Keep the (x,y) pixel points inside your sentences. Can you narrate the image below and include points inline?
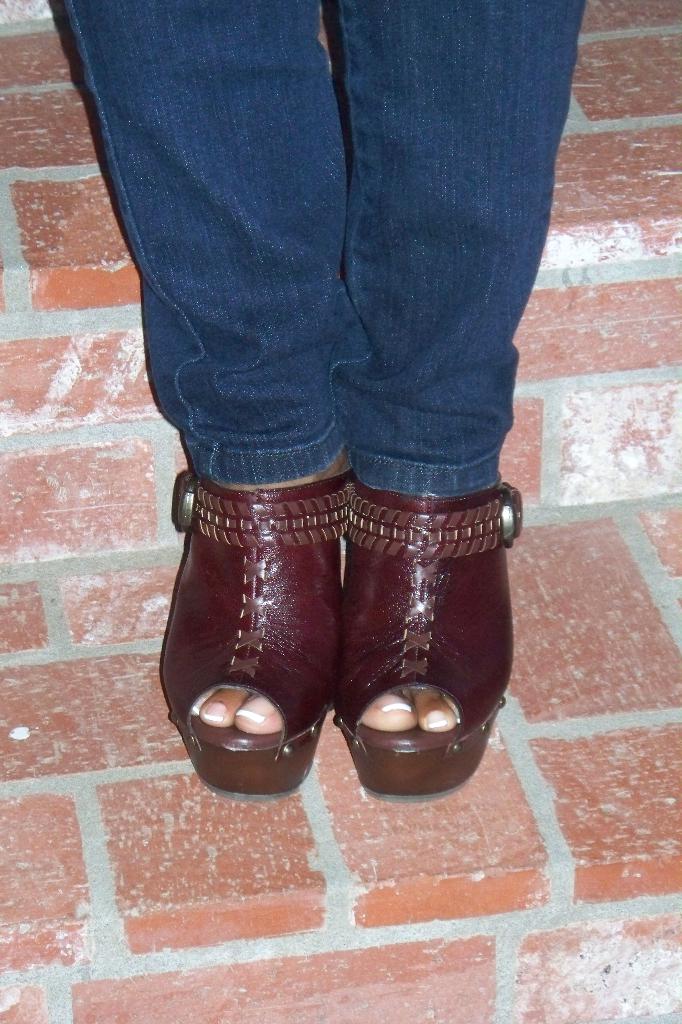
In this picture we can see a person (268,591) with the sandals (231,531) standing on the floor (143,584).
